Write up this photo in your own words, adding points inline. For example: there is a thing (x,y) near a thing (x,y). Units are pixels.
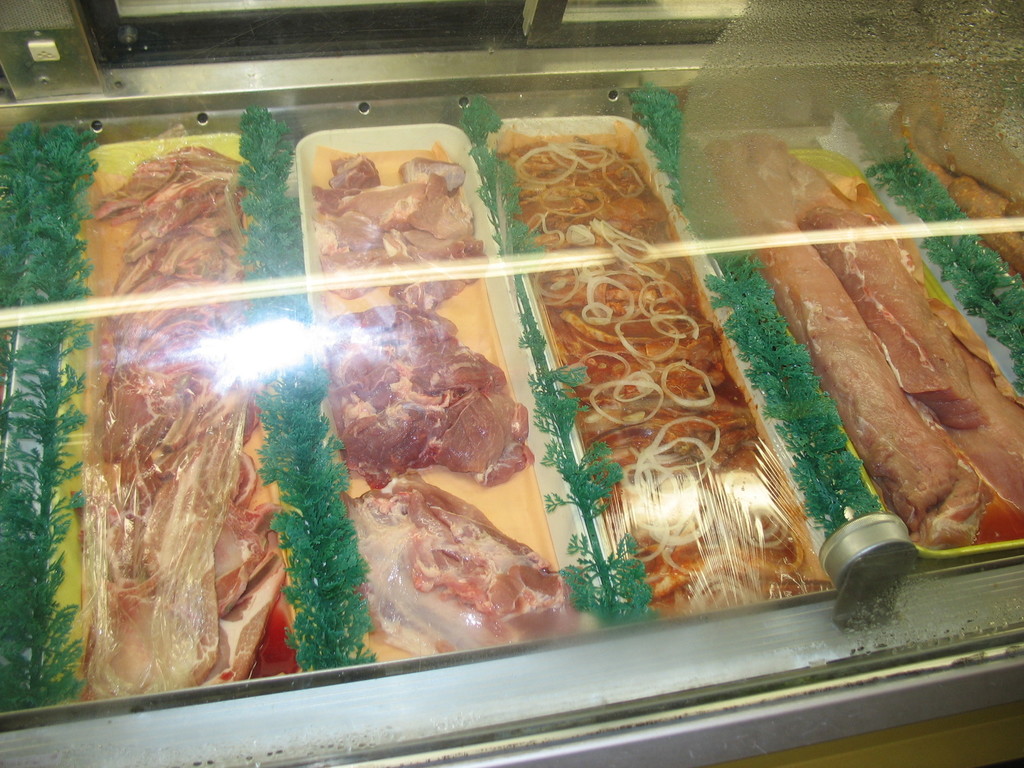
In the picture we can see some trays (249,484) of meat (254,405) and with some plants garnish (325,575) between the trays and they are placed under the glass (246,299).
